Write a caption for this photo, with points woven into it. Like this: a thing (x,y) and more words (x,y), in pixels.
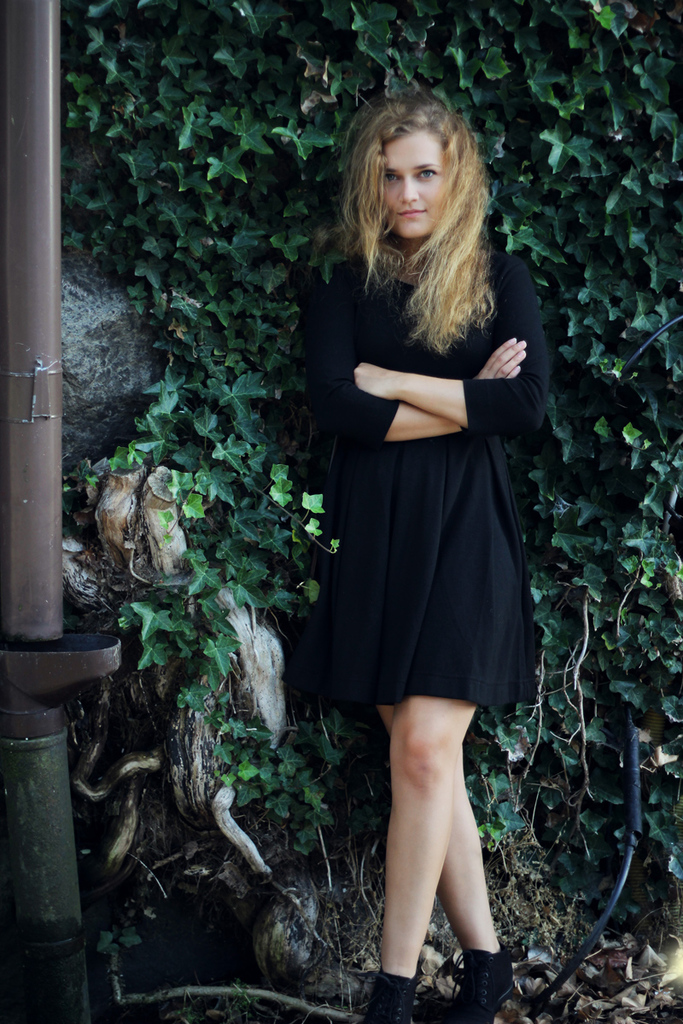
This image is taken outdoors. On the left side of the image (169,551) there is a pole (41,778) and a bark (239,622). In the background (670,416) there is a creeper (606,170) with green leaves (565,101). In the middle of the image (325,524) a woman (417,287) is standing on the ground (354,992). At the bottom of the image (520,954) there are a few dry leaves (578,982) on the ground (544,959).
